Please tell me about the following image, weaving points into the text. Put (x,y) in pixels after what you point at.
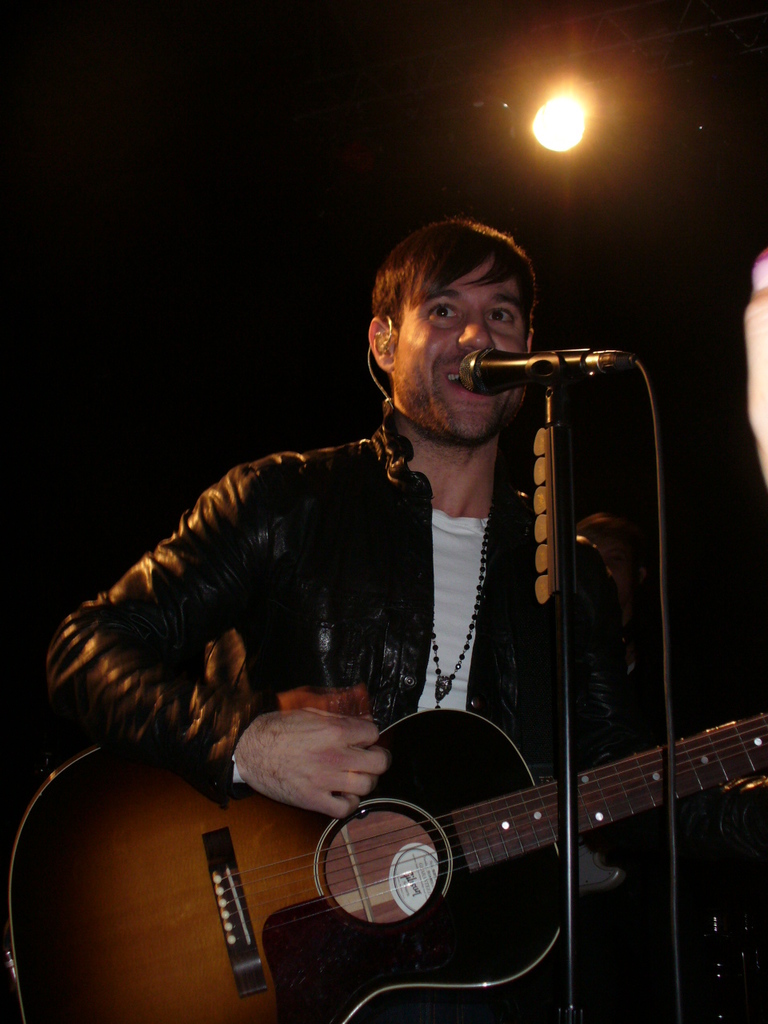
Here a person (465,705) is playing guitar (214,980) in front of a mic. In the background (546,122) there is a light (558,125).
